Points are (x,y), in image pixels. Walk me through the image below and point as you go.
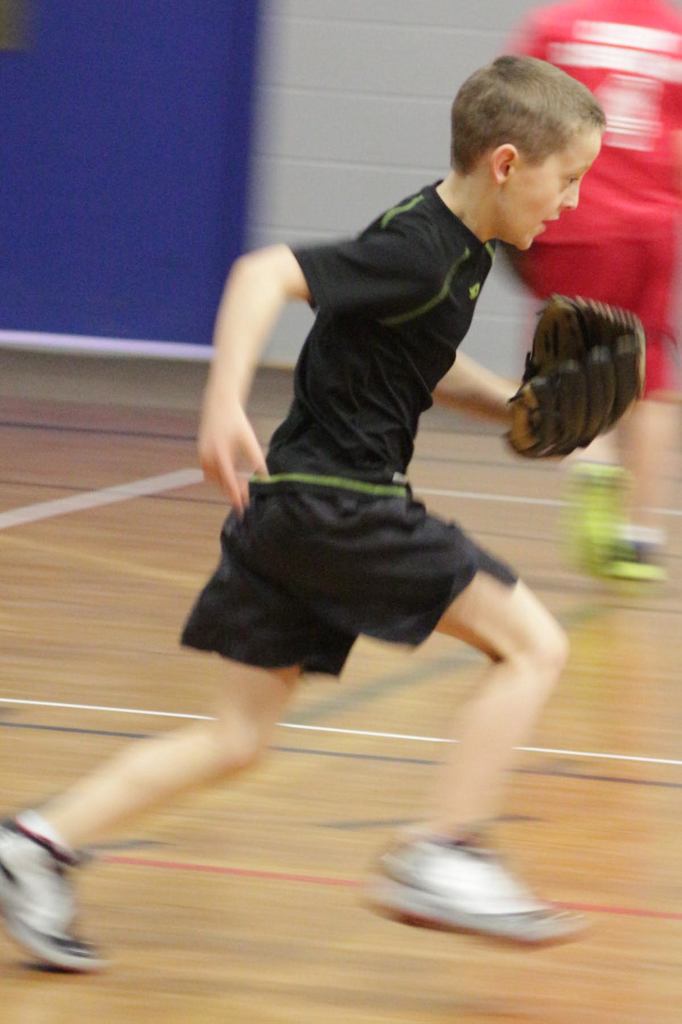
In this image we can see a boy (219,634) running on the floor (342,892). In the background (670,381) we can see person (611,84) and wall (186,104).
